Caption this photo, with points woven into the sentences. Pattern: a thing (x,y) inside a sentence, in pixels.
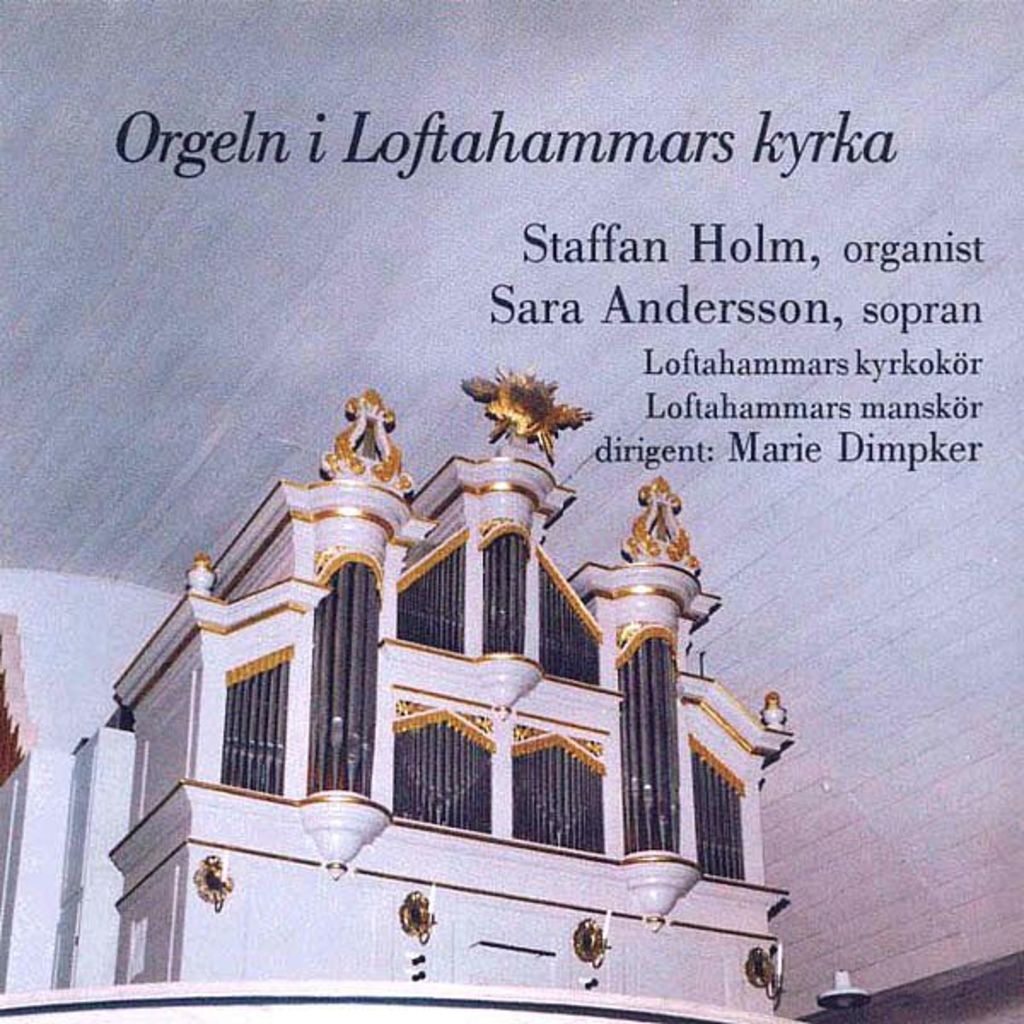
In the image we can see a photo of a pipe organ (585,886), white and golden in color. This is a printed text (747,316).
